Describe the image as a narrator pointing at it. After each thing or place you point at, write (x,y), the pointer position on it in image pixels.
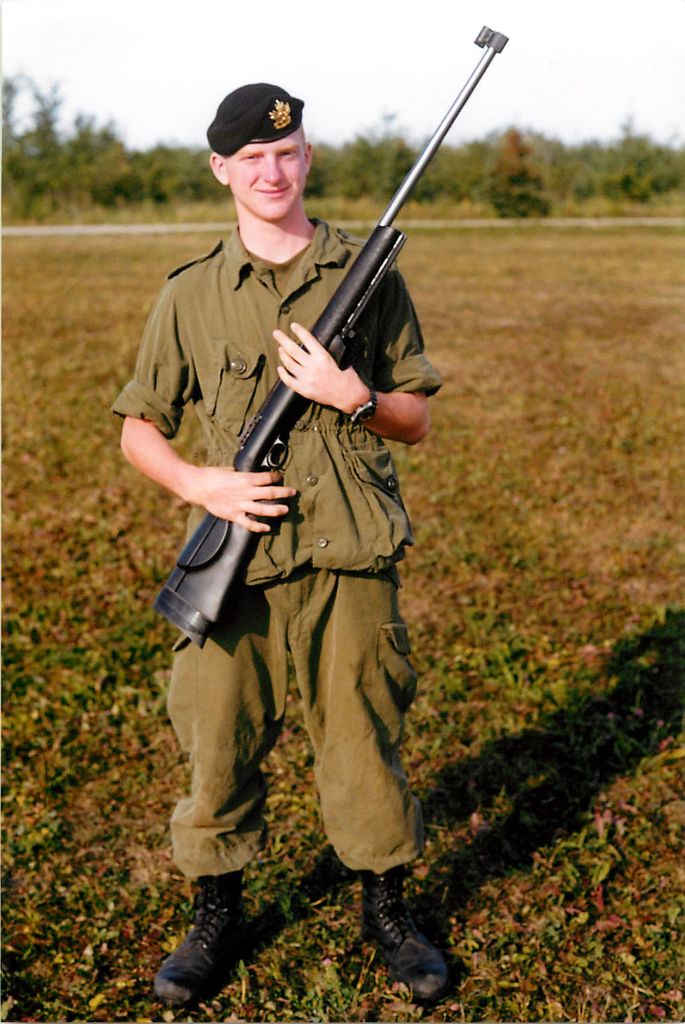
In this image, we can see a person (296,197) standing and holding a gun (281,425) with his hands (304,370). This person (370,626) is wearing clothes (331,552) and hat (257,128). In the background of the image (140,123), we can see some plants (486,191) and sky (328,93).
